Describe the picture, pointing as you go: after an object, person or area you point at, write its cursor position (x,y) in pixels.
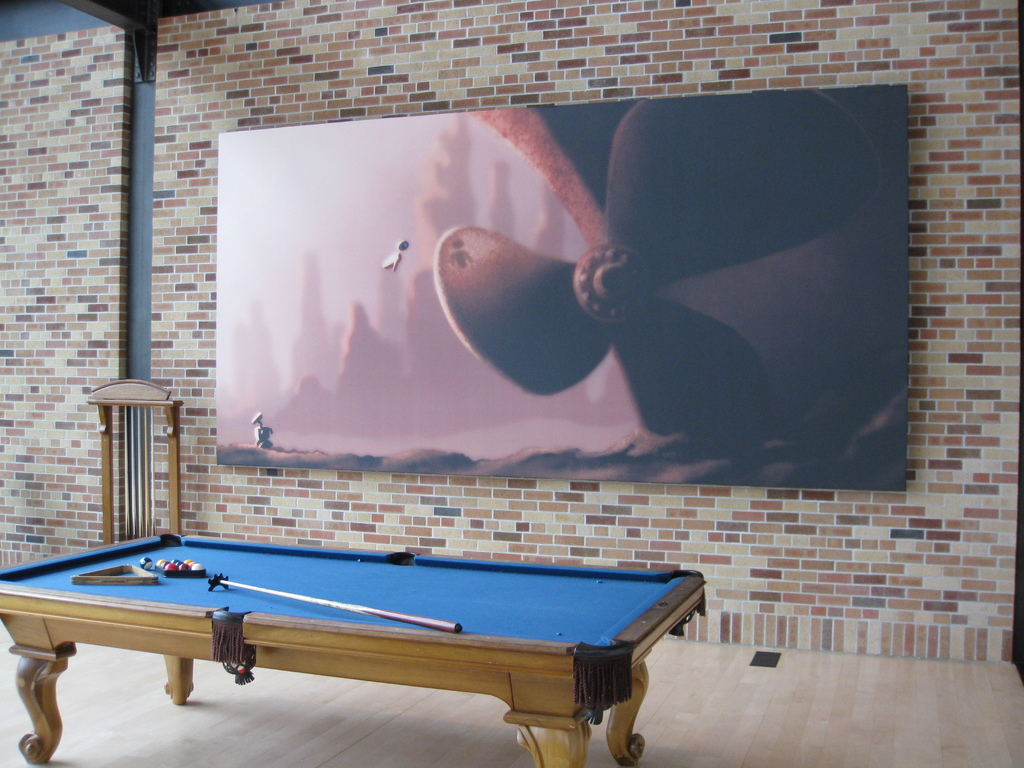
A poster (535,415) is on wall (795,13). This is a snooker table (157,593) with balls (178,561) and stick (340,602).
